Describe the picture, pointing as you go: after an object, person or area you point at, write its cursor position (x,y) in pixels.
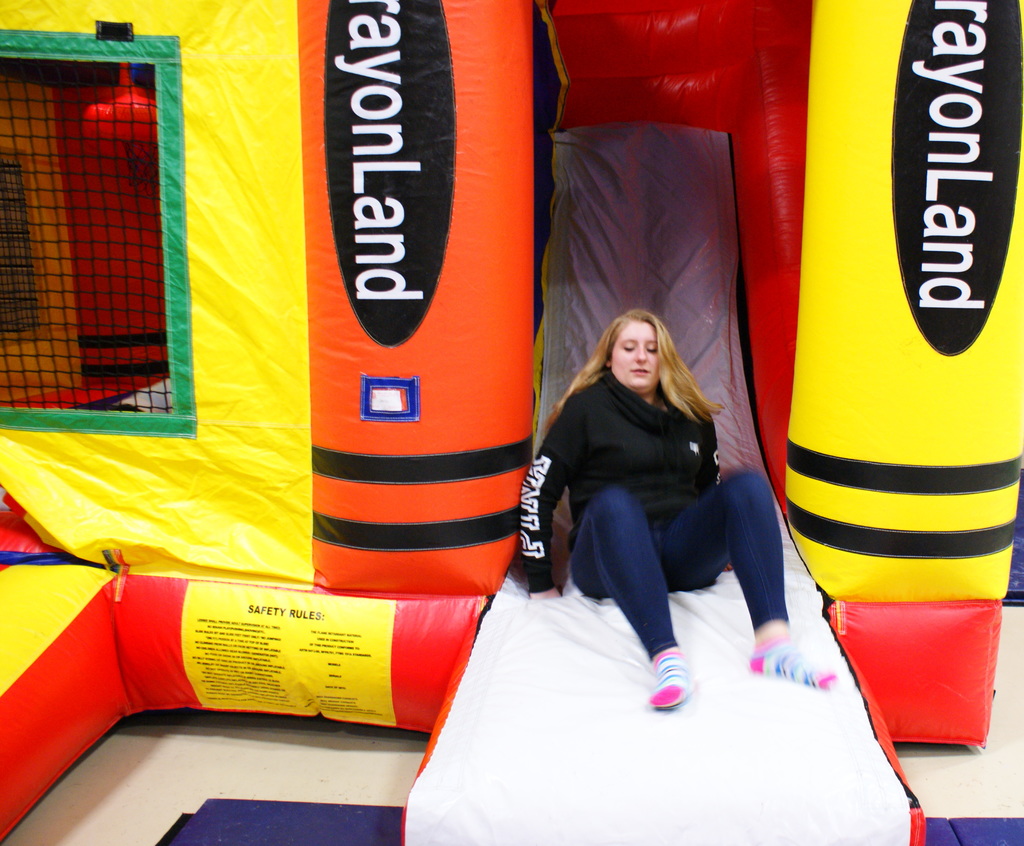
In this image I can see a woman (624,442) is sliding over the air balloon (703,376), she wore black color sweater (614,460). There is the air balloon house (211,281).
